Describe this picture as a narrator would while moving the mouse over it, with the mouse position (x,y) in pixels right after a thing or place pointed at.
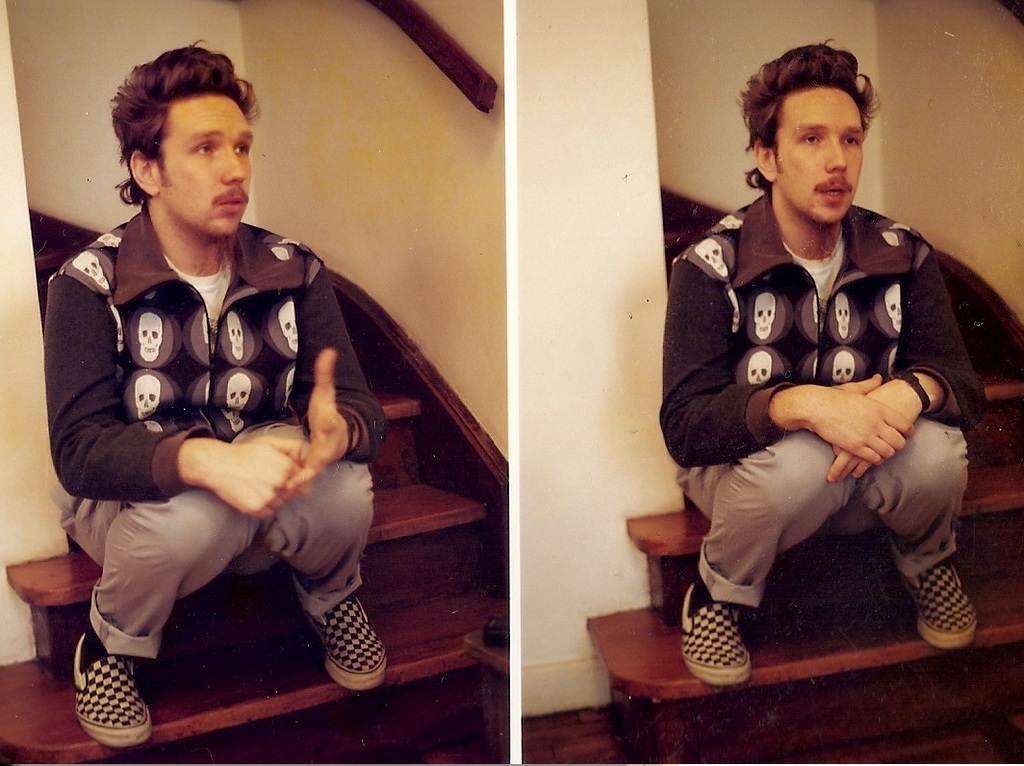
This is a collage image of a person (234,531) sitting on stairs (434,406).
